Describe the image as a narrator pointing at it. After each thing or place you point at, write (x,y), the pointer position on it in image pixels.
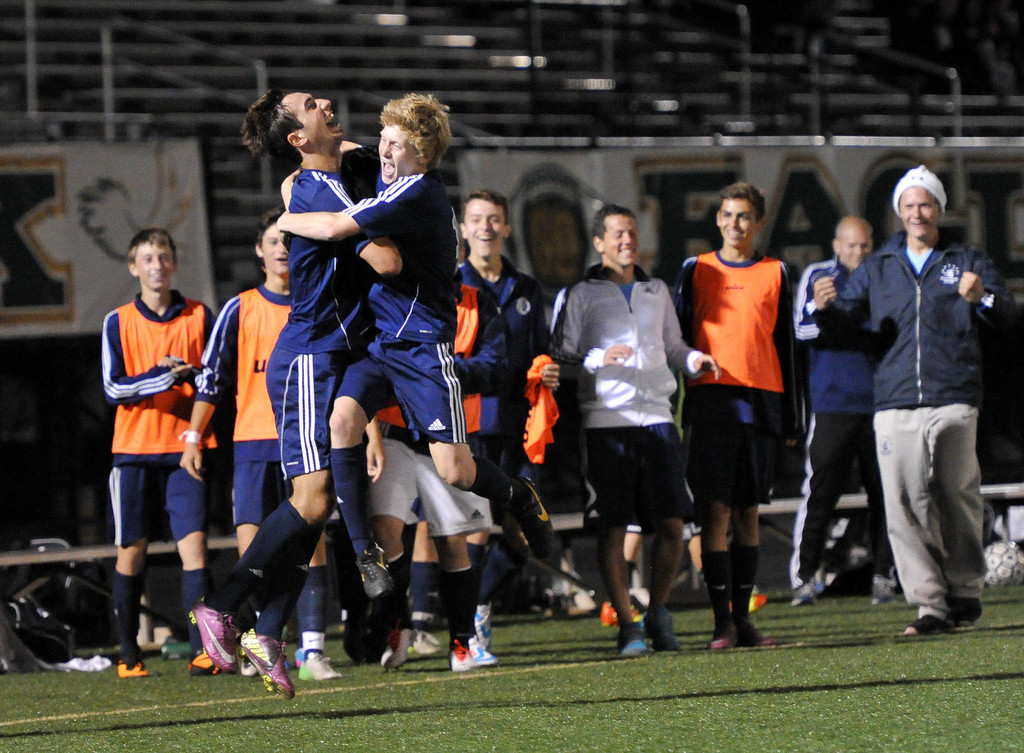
In the picture I can see a group of sportsmen (475,431) standing on the surface (875,652) and there is a smile on their faces (601,248). In the foreground (432,195) I can see two sportsmen (373,206) and they are hugging each other. I can see the green grass (625,680) at the bottom of the picture (671,675). In the background (160,225), I can see the hoarding (564,190).
